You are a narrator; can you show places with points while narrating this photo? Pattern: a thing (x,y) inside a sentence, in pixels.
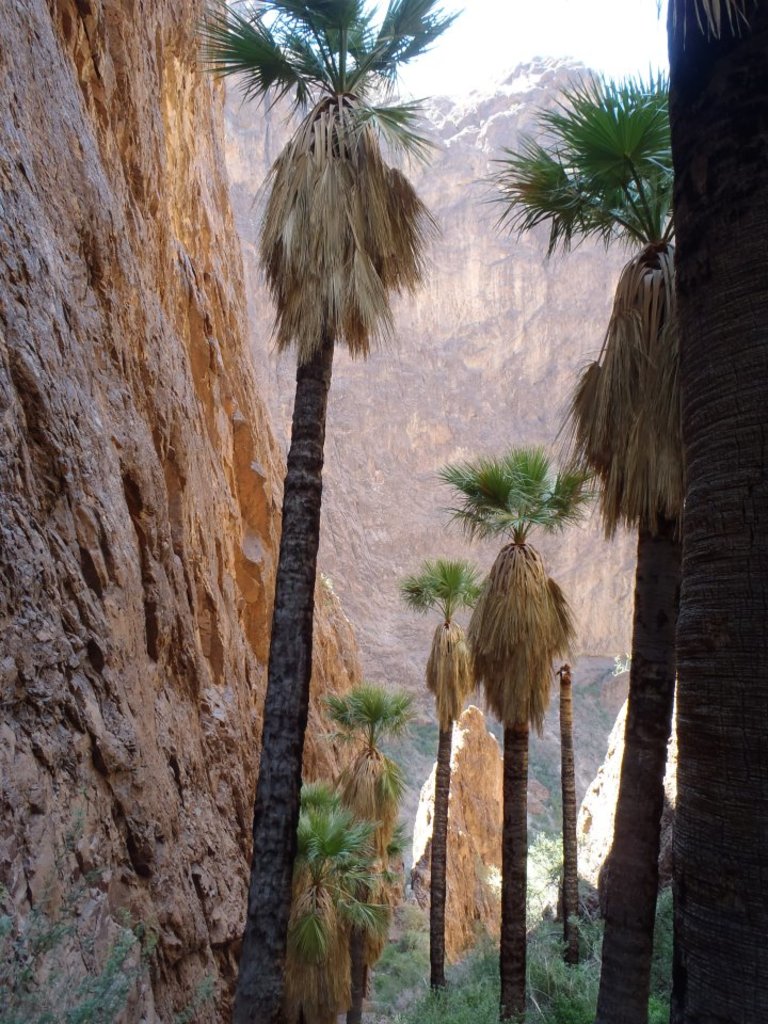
In this image I can see few trees (663,372) and brown color mountains (216,403) and green color grass (531,956).
